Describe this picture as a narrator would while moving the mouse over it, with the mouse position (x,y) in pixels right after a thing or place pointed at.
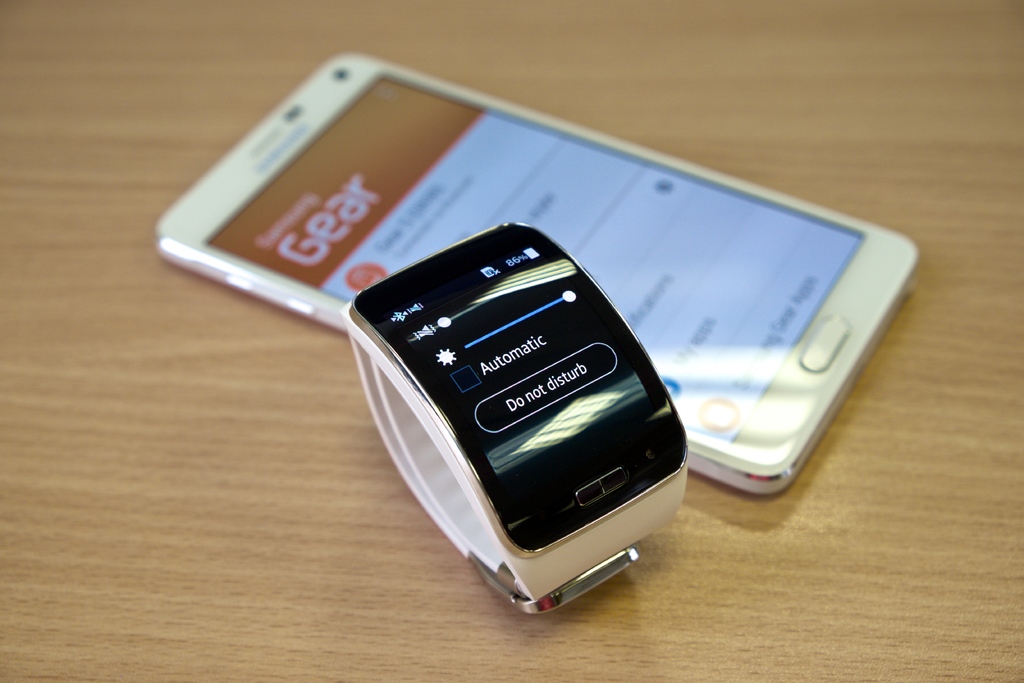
In this image we can see mobile phone (735,251) and watch (461,350) which is on the wooden surface (319,563).
